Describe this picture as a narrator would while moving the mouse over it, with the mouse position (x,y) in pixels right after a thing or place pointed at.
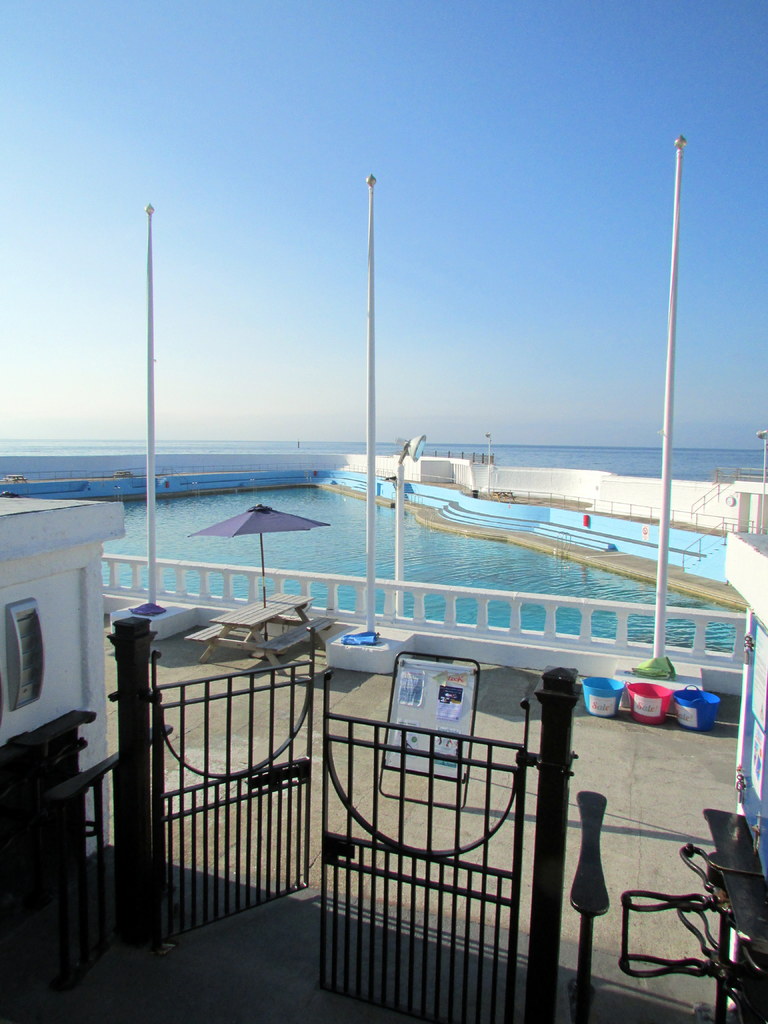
In this image there is a swimming pool (609,590). Beside that I can see the railing (630,641) and wall (332,482). At the bottom (303,718) there is a black gate (517,913). Beside that I can see the shed (765,806). Beside the umbrella (232,532) I can see table (277,607), bench (333,618) and clothes (361,635). On the right (708,725) there are three buckets (659,685) which are kept near to the poles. In the background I can see the ocean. At the top (539,25) there is a sky (548,84).
